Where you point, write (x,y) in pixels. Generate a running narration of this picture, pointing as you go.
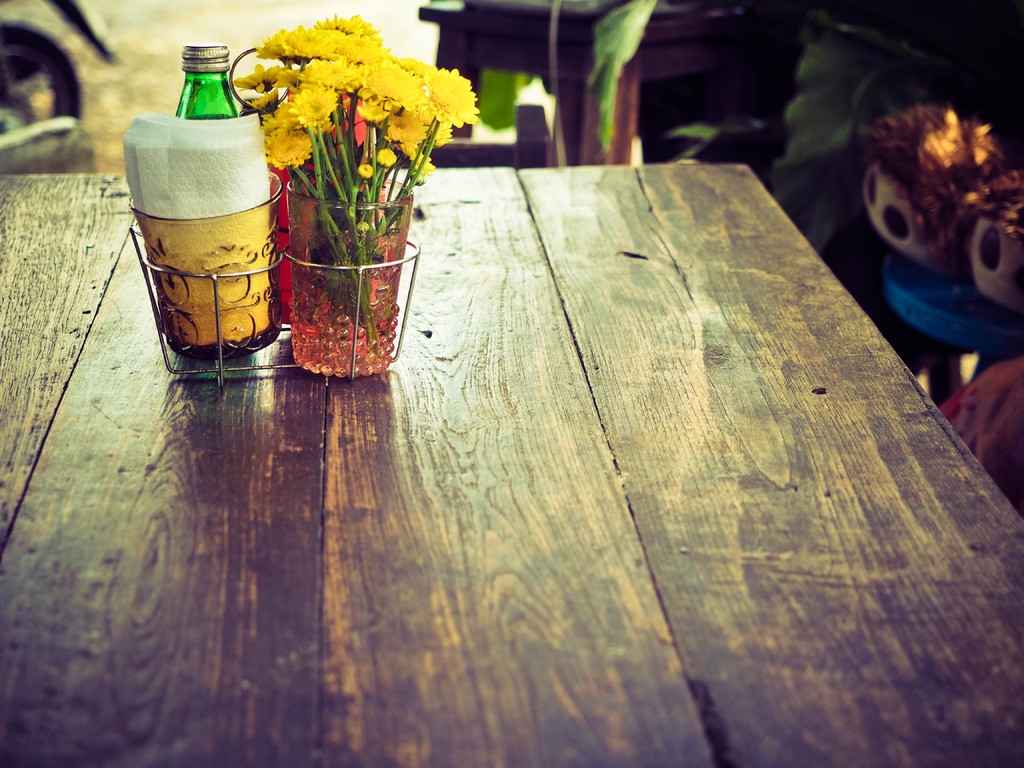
In the image there are flowers (361,171) in a glass (353,228) and tissues (181,178) in glass (238,250) and behind it there is a bottle (203,94), all are on a table (582,451).
